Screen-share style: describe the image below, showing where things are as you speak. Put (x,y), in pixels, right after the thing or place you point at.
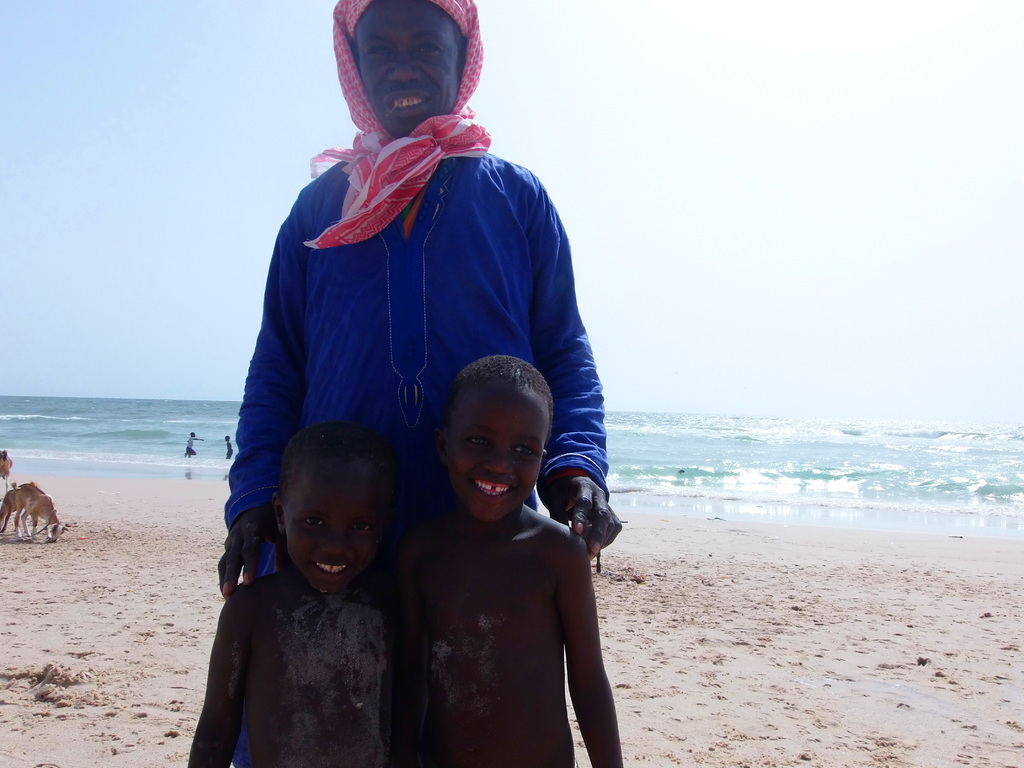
This is a beach (815,665). Here I can see a person (417,320) and two children (492,456) standing, smiling and giving pose for the picture. The person (393,298) is wearing blue color dress (487,274) and I can see a neckwear (343,57). On the left side (37,514) there is an animal (50,522) and two people (227,449) are playing in the water (213,428). On the top of the image (149,120) I can see the sky (150,258).
